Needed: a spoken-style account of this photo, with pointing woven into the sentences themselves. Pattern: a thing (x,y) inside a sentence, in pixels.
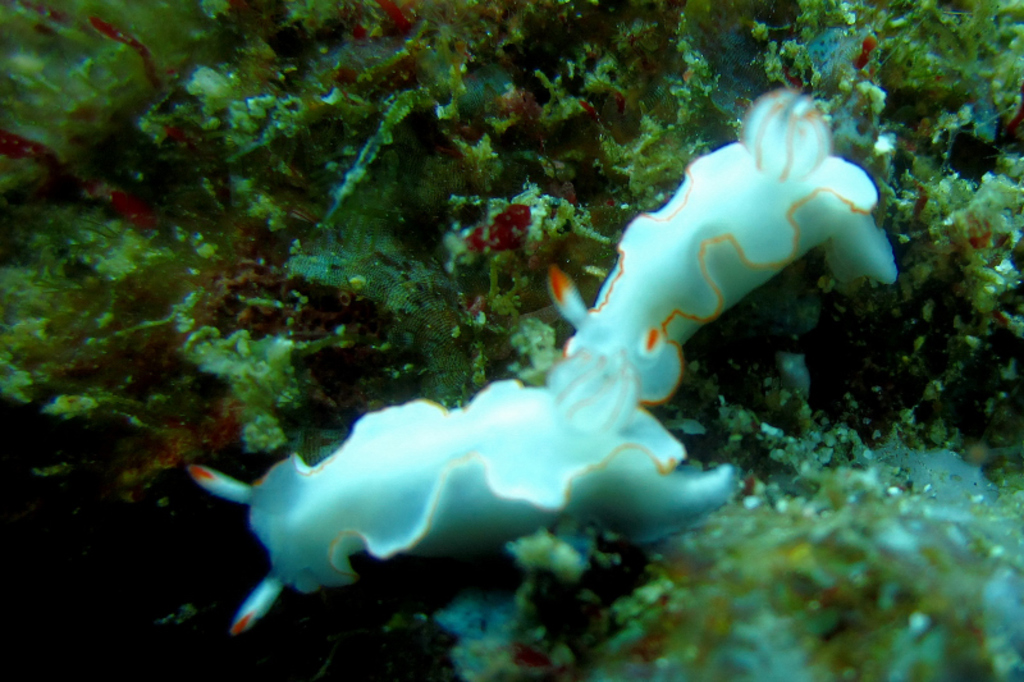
The picture consists of an underwater animal (701,201) and algae (405,276). This is a picture taken in water (343,605).
